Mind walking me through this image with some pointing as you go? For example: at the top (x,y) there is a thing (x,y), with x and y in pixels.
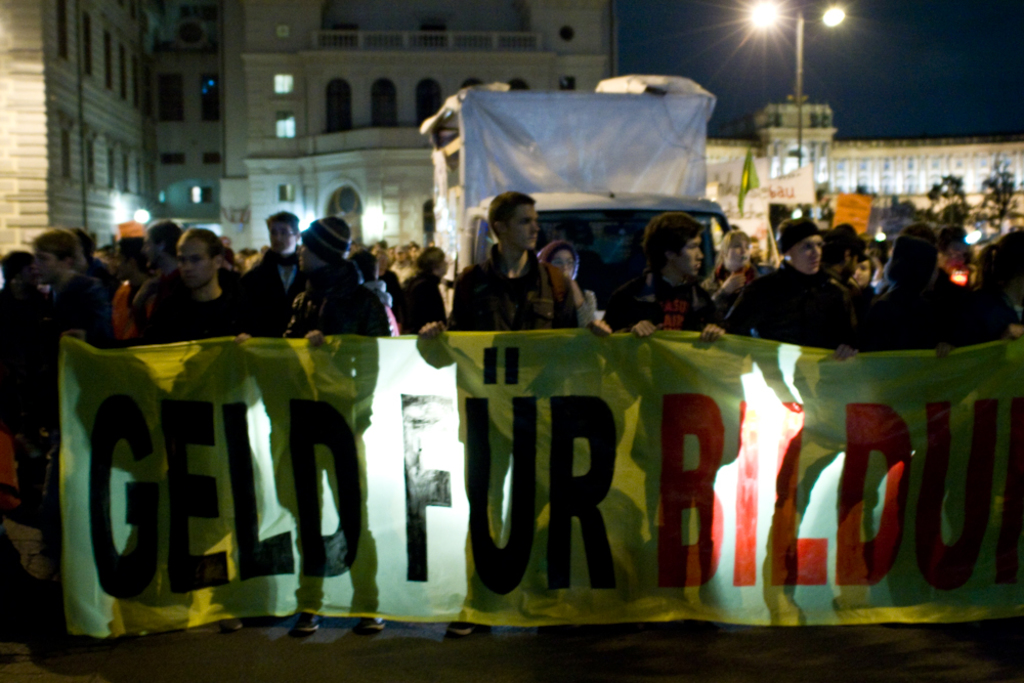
This picture is clicked outside. In the foreground (614,312) we can see the group of persons (350,291) standing and holding a banner (731,584) on which we can see the text (910,441). In the background (911,77) we can see the sky (919,49), lights (831,10), flag (753,170), vehicle (584,171), buildings (168,160), windows (114,160) of the buildings (362,59) and we can see the group of persons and many other objects (1003,197).
